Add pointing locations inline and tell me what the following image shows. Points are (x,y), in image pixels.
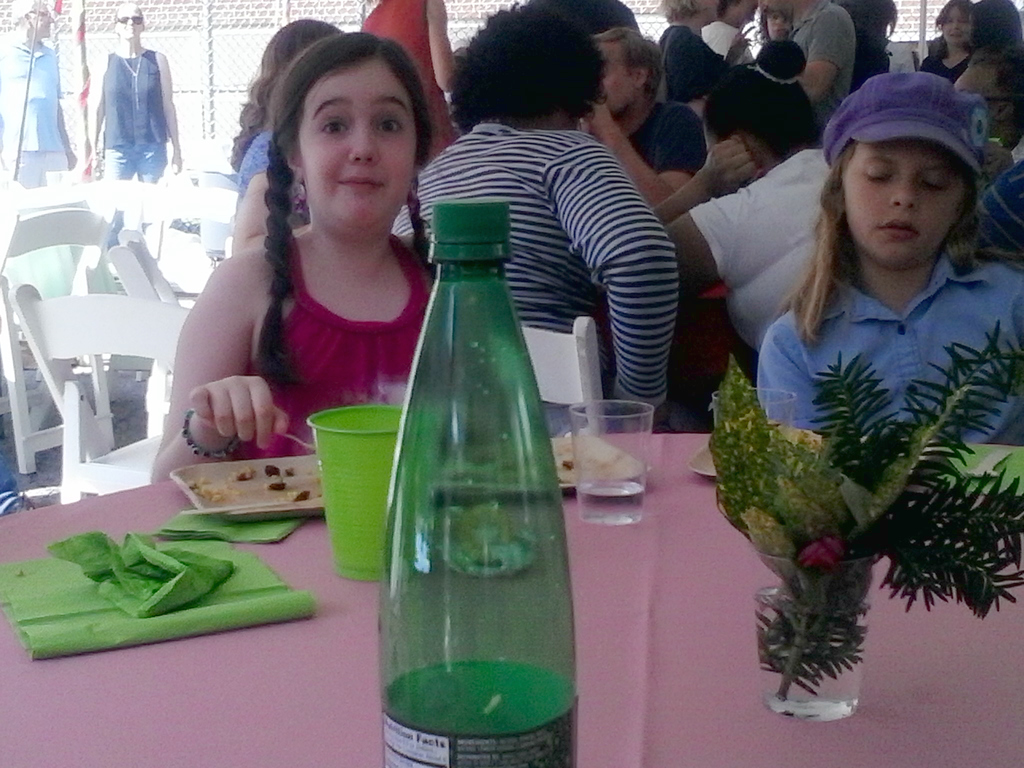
In this image I can see few persons (639,254) are sitting on the chairs (579,341). On the bottom of the image (226,723) there is a table (271,723) on which a bottle (446,546), glasses (366,486), plate (259,491) and the plant (816,538) are placed. On the left top of the image (133,113) there are two persons (139,101) standing.
